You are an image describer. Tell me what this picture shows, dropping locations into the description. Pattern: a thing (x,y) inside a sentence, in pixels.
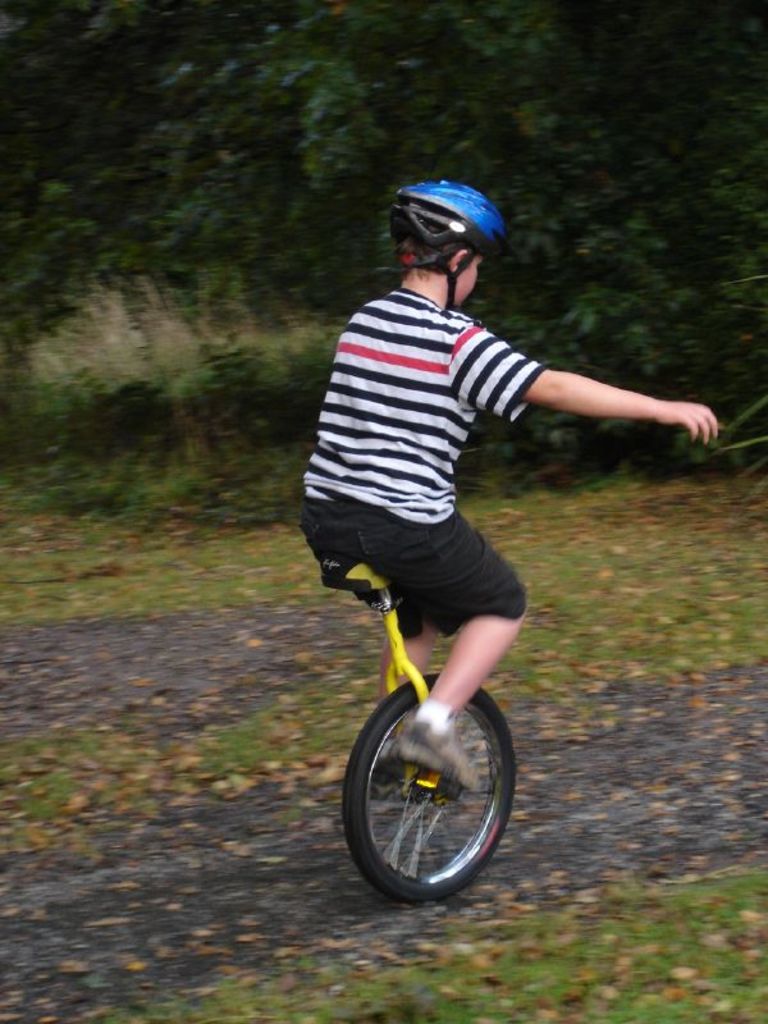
In the image a person (464,685) is riding unicycle (494,740). Behind the person (405,486) there are some trees (52,11) and grass (536,513).
